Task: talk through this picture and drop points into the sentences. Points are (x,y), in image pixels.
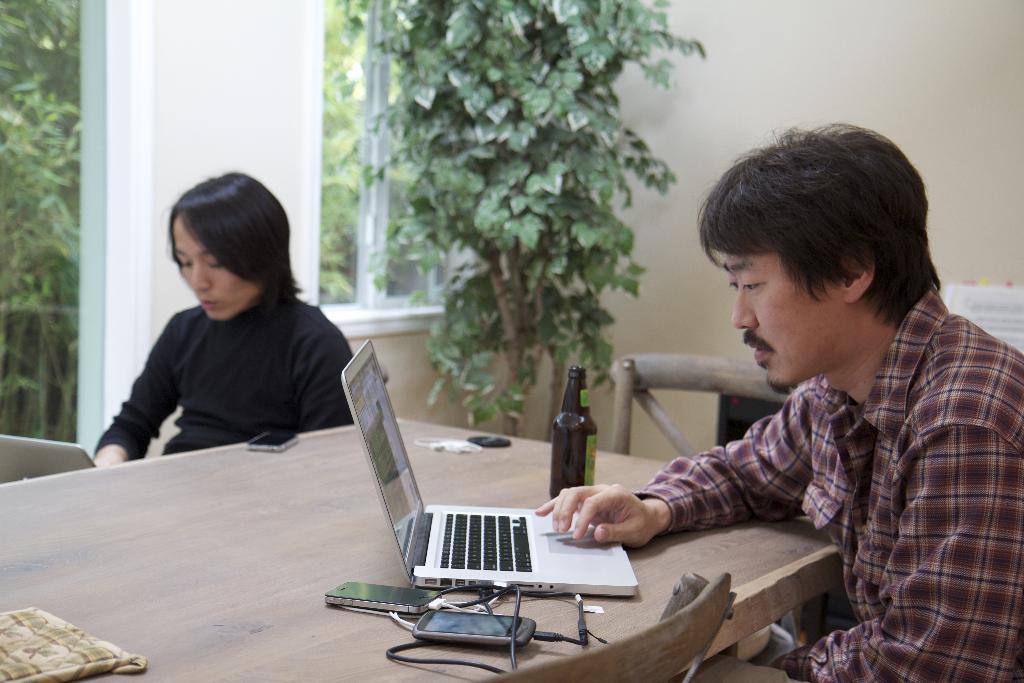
These two persons (906,388) sitting. There is a table (228,572). On the table (386,569) we can see laptop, mobile (487,624), cable (476,609), bottle (585,455). On the background (632,72) we can see wall (848,52), plant (480,55), trees (23,200), window (92,99). We can see chairs (644,656).
